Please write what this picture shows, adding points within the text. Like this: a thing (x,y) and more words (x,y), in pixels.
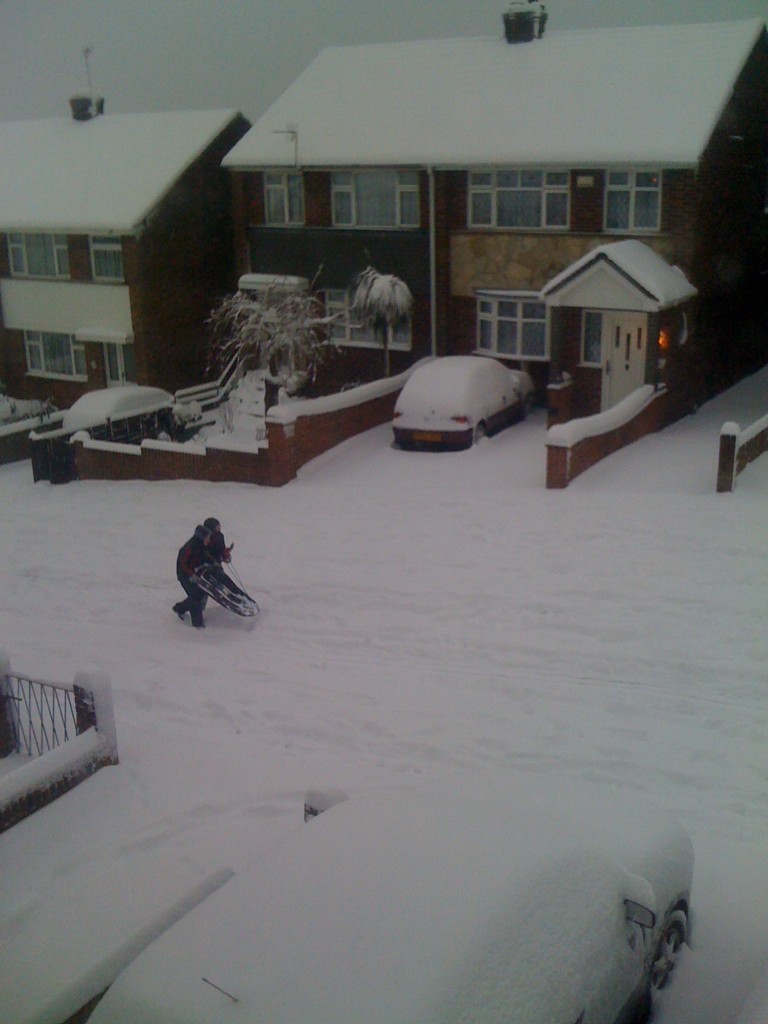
In this image we can see a person (198,613) walking on the snow (302,696) holding an object (230,594). We can also see a group of vehicles (443,440), trees (38,403), a fence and some buildings (543,271) with windows (509,307) which are covered with snow (268,493). On the backside (217,17) we can see the sky (315,14).
